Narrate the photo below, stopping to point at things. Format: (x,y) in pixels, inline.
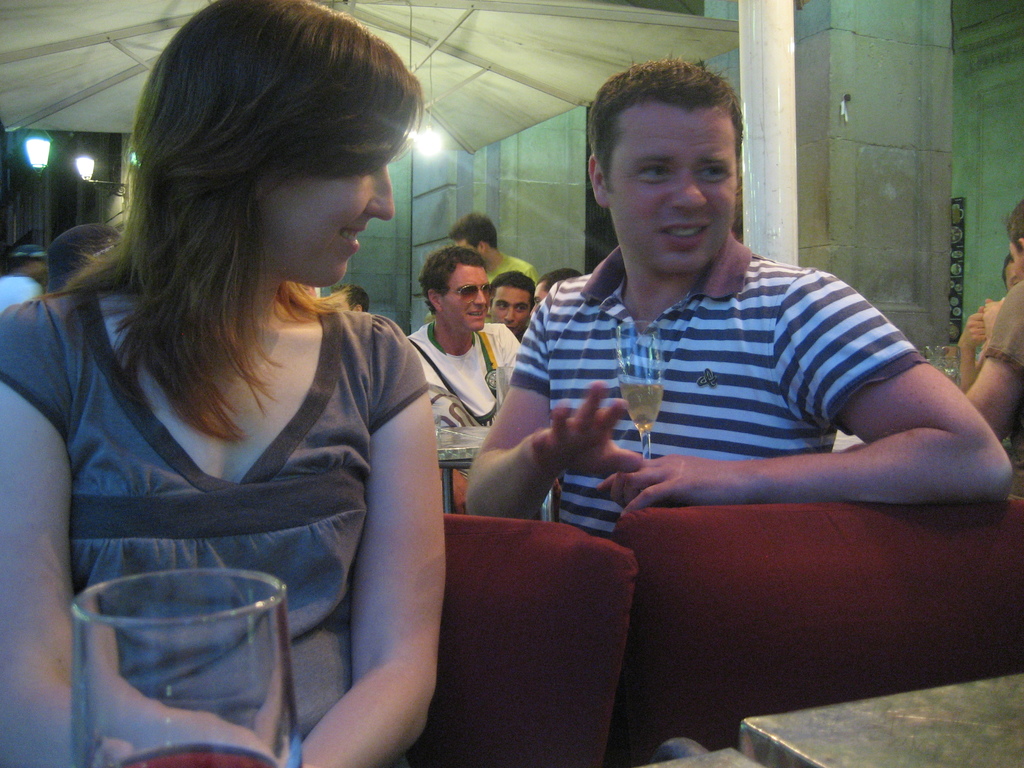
In this image I can see number of people (536,439) are sitting. In the front (663,484) I can see one person (689,450) is holding a glass (633,380). I can also see one more glass (237,598) on the bottom left side (86,765) and in the background (6,40) I can see few lights (415,144) and a shed (673,54).
